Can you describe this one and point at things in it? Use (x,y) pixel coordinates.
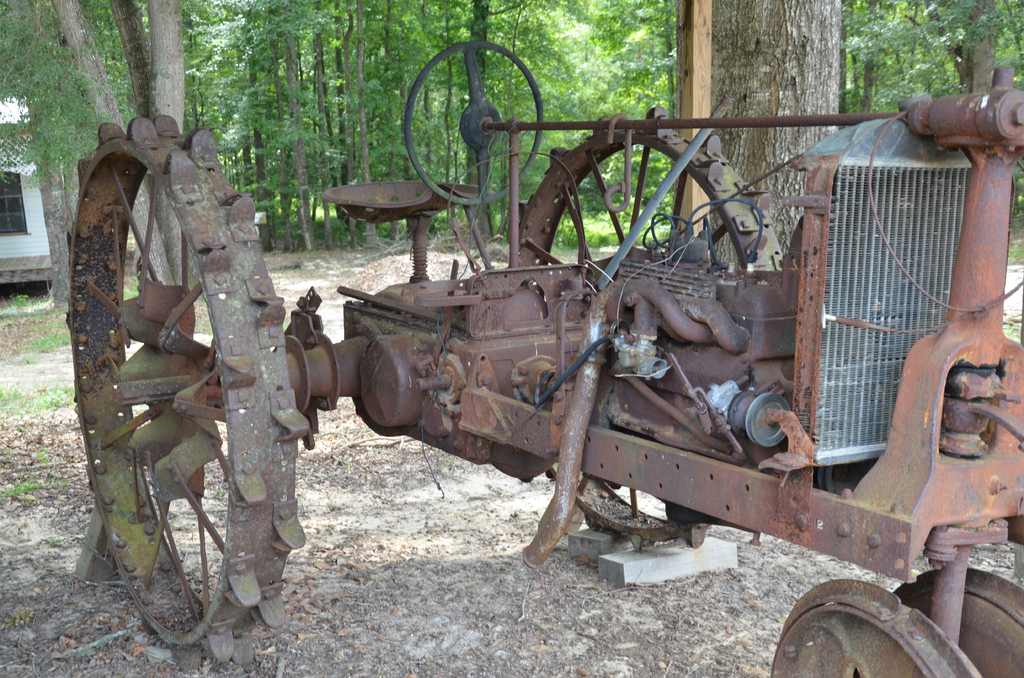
In this picture there is a vehicle (618,132) in the foreground (810,286). On the left side of the image (17,130) there is a building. At the back (436,17) there are trees (569,60). At the bottom (720,535) there is mud (427,599) and there is grass (47,394).
